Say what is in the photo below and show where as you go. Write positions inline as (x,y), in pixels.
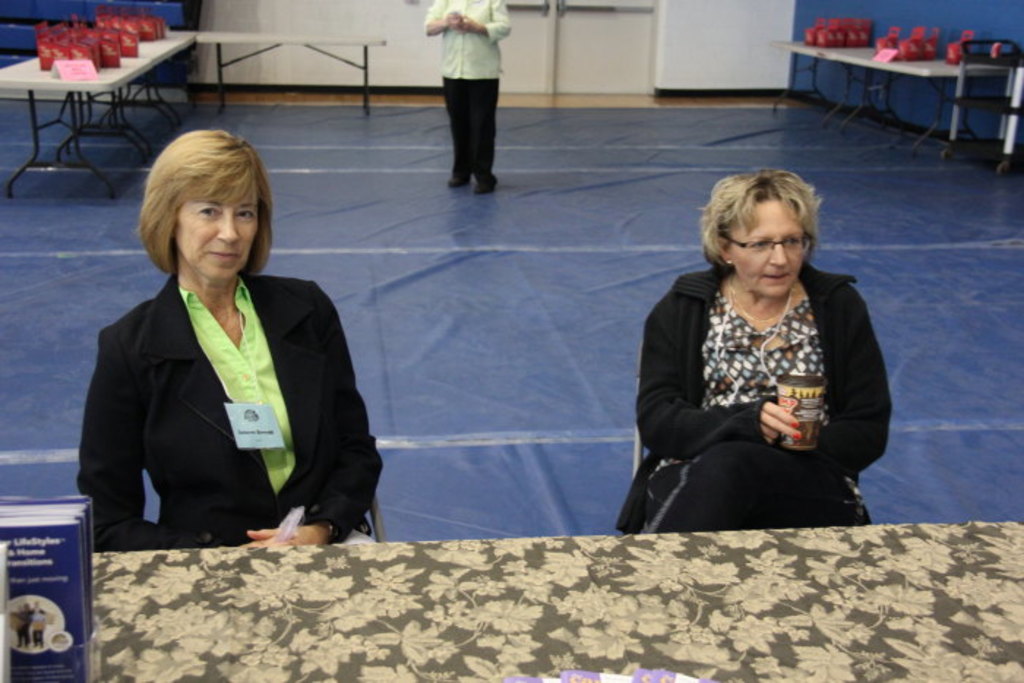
In this image there are two persons (850,410) sitting on the chair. In front of them there is a table (293,582) and on top of the table (124,595) there are few objects (18,523). At the bottom of the surface (504,277) there is a carpet (486,238). At the center of the image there is a person (456,83) standing on the carpet (520,176). On both right and left side of the image (118,83) there are tables (36,80) and on top of the table (91,88) there are few objects (48,51). On the backside (798,85) there is a blue wall (956,13).
